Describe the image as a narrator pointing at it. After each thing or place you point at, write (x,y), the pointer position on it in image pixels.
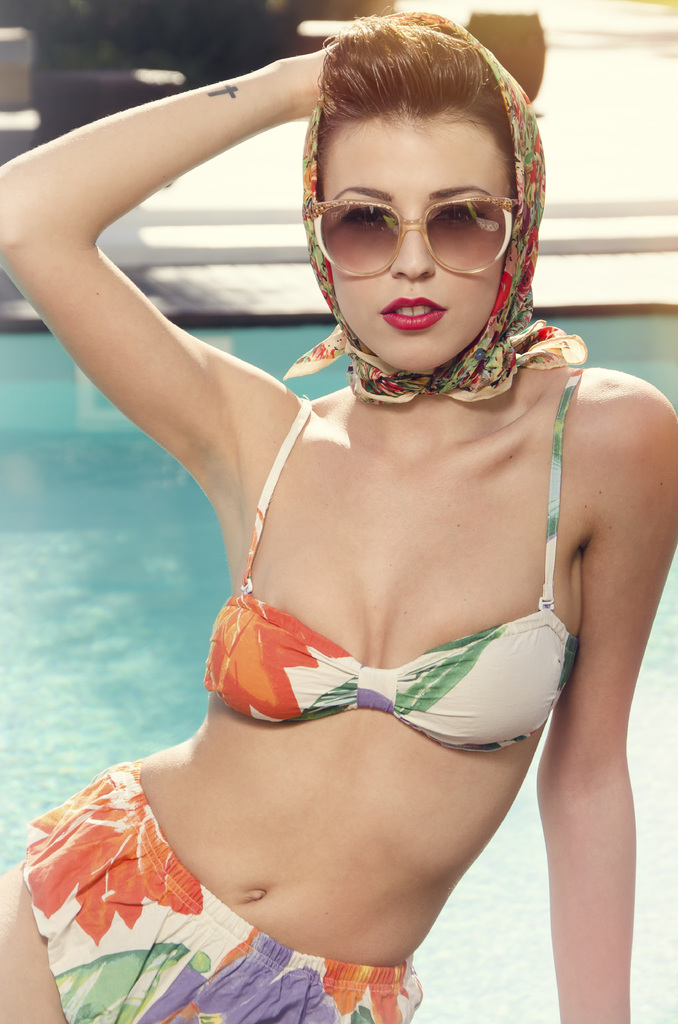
This picture consists of a woman (501,129), she wearing a spectacle (358,235) and back side of them I can see a water pool (98,479).
